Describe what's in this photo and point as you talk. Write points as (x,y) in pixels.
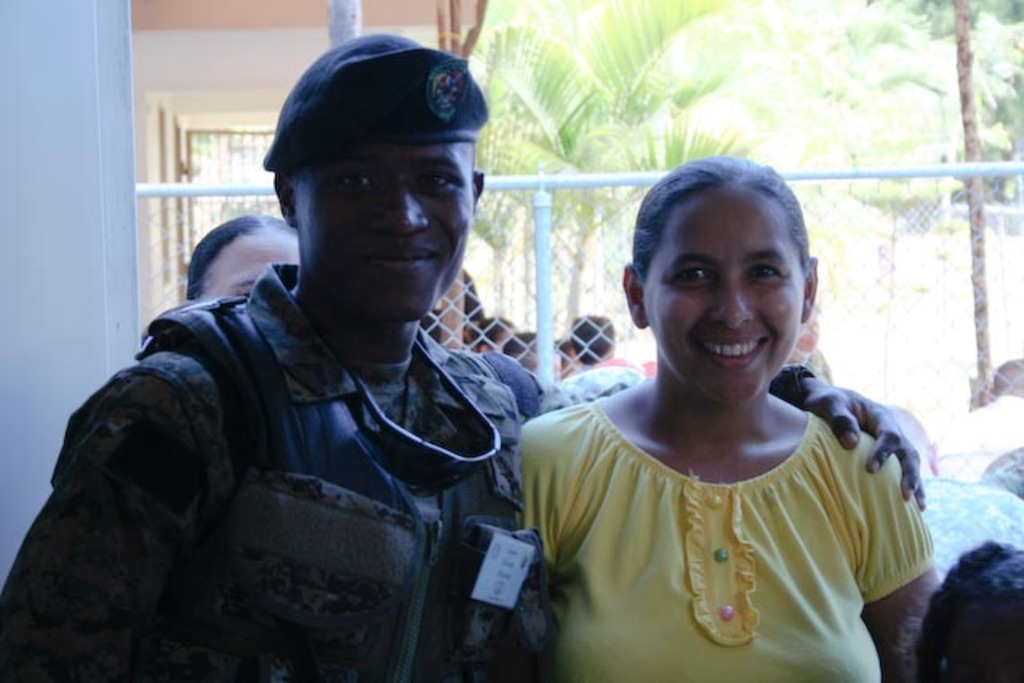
Here we can see a man (534,381) and a woman (618,611) posing to a camera and they are smiling. In the background (579,358) we can see a fence (910,317), trees (985,122), and a wall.
